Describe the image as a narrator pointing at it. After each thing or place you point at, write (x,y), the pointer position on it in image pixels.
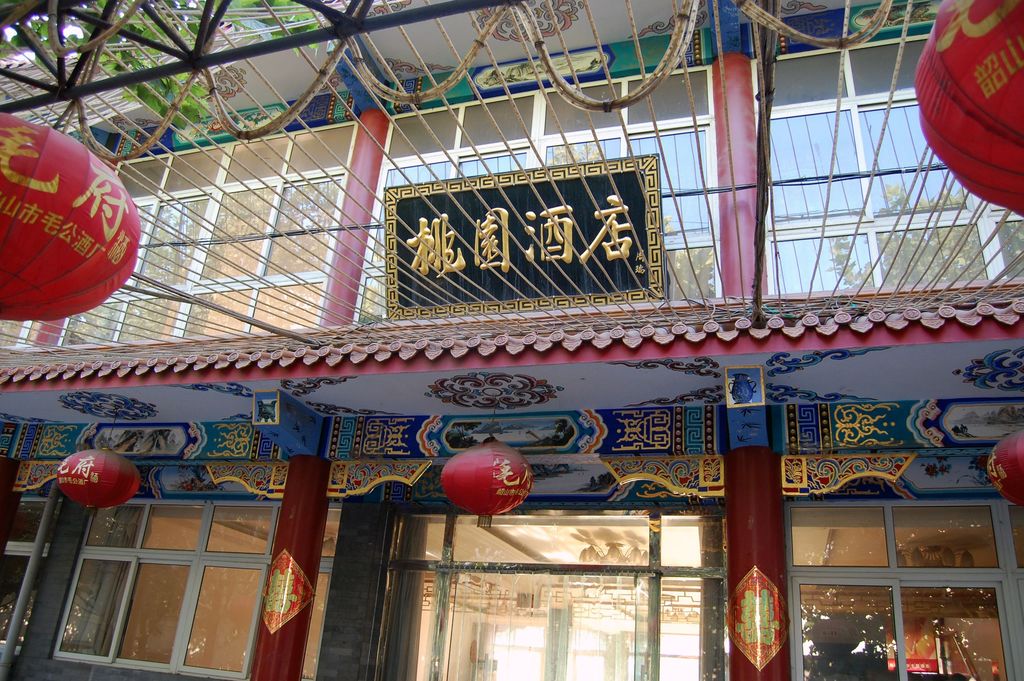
In this image, we can see a building (468,579) with glass doors (444,640) and windows (230,611). Here we can see some decorative items (486,474), something is written on the board (559,250). Here we can see few rods (48,98), pipes (308,97), leaves (156,94).
